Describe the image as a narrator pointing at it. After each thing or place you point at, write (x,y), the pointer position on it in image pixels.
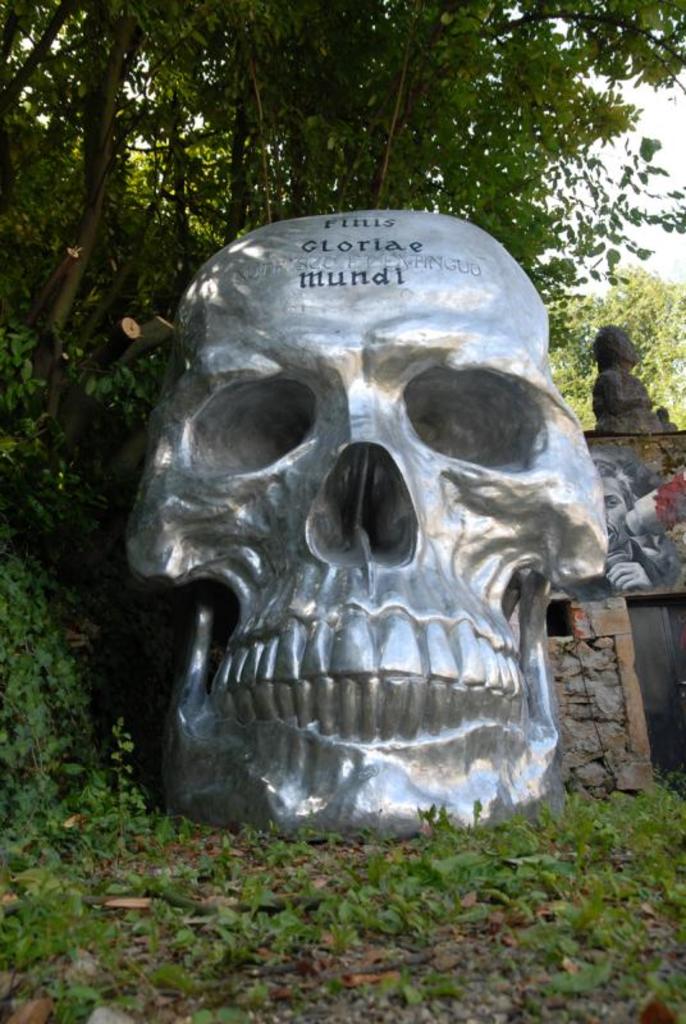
In the picture we can see the skull sculpture (364,622) on the grass (173,866). In the background (679,398), we can see a photo frame (637,555), statue (620,395) and trees (408,78).
